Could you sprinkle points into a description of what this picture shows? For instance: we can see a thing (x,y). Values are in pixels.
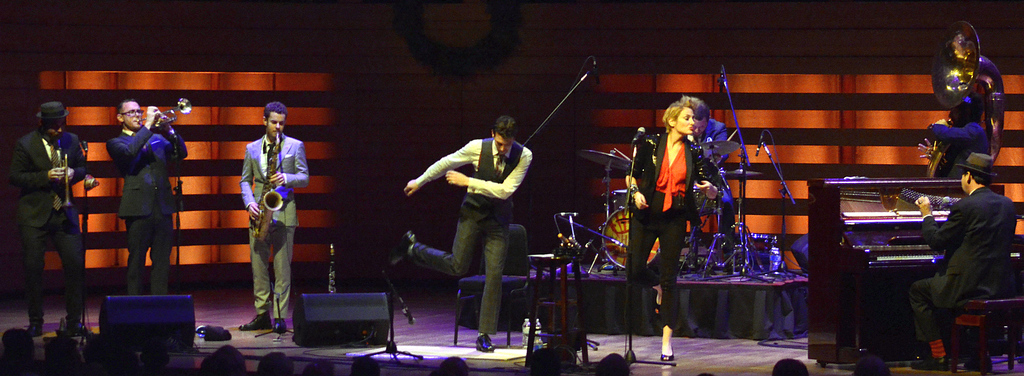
In this image we can see people (982,175) standing and some of them are playing musical instruments (873,246). At the bottom (123,307) there are speakers (135,310) and we can see mics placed on the stands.
